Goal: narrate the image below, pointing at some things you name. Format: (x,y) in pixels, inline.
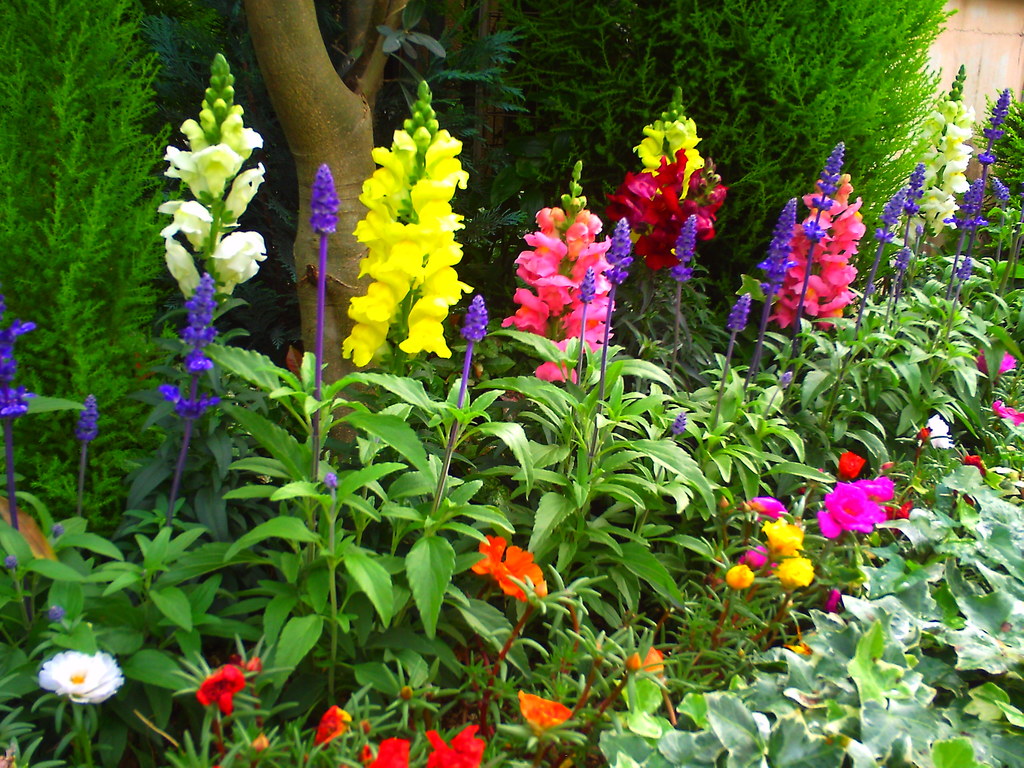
In the center of the image (417,363) we can see plants (745,456) with flowers (566,279). In the background (271,278) there are bushes (270,250) and trees (302,235).
